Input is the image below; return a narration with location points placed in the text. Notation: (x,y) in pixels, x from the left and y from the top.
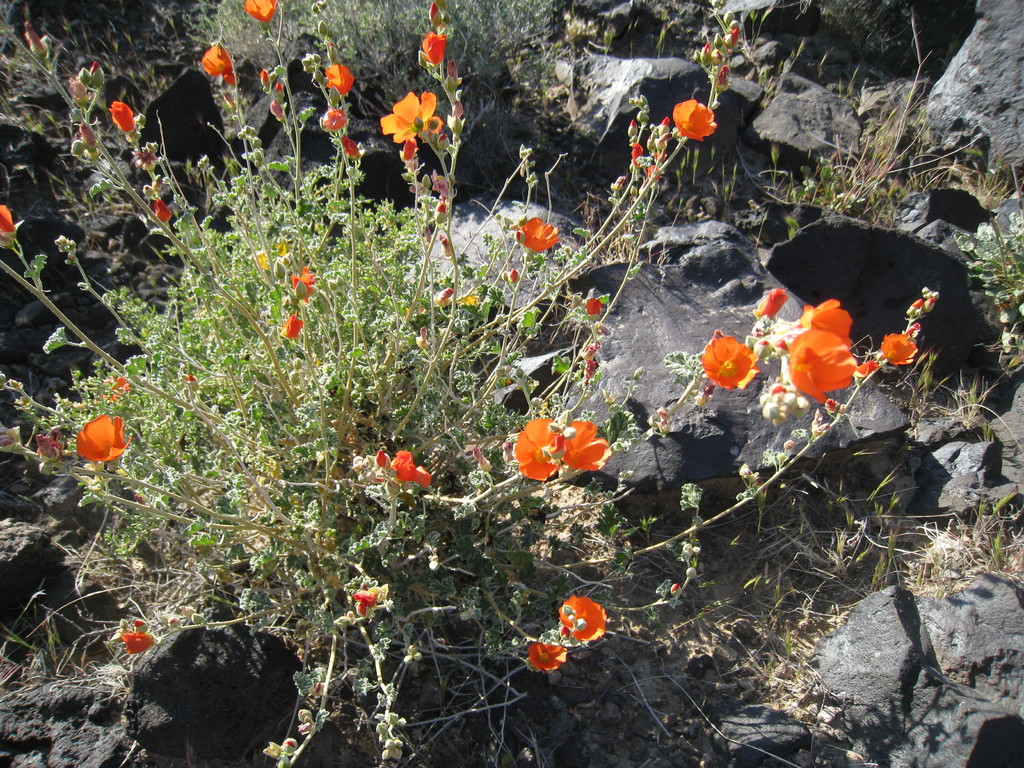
In the middle of the image (365,456), there is a plant (319,496) having orange color flowers (156,205) and green color leaves (238,205). This plant (408,564) is on the ground (638,644), on which there are rocks (596,13) and there are plants (823,568).
